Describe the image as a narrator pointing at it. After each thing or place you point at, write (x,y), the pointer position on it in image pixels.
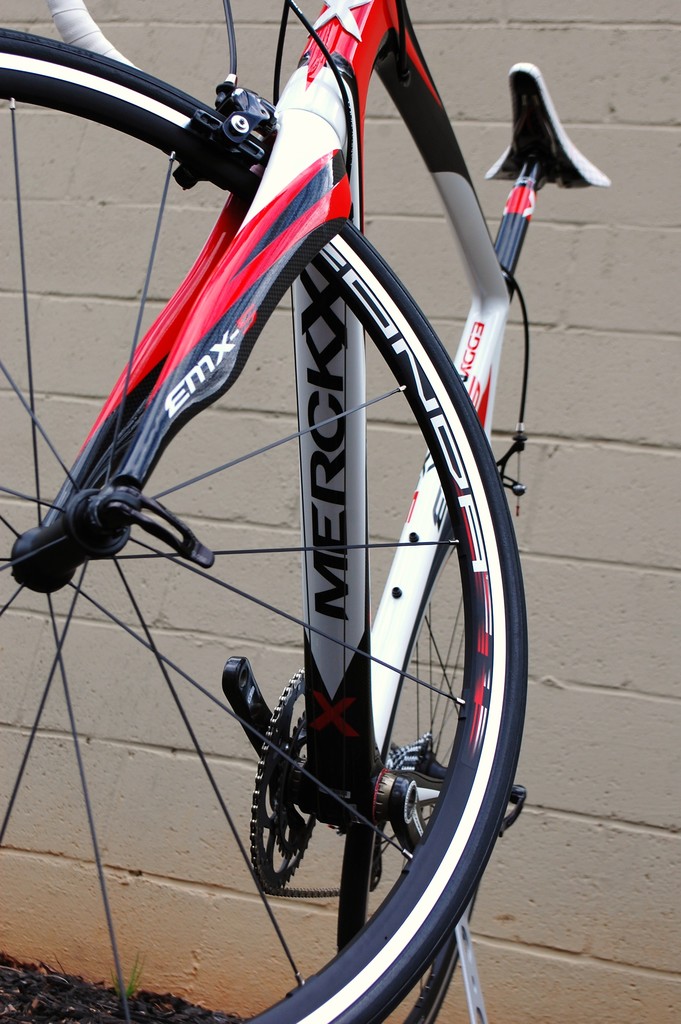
In this picture I can observe bicycle (402,776). It is in red, black and white colors. In the background (112,224) I can observe a wall (539,459).
